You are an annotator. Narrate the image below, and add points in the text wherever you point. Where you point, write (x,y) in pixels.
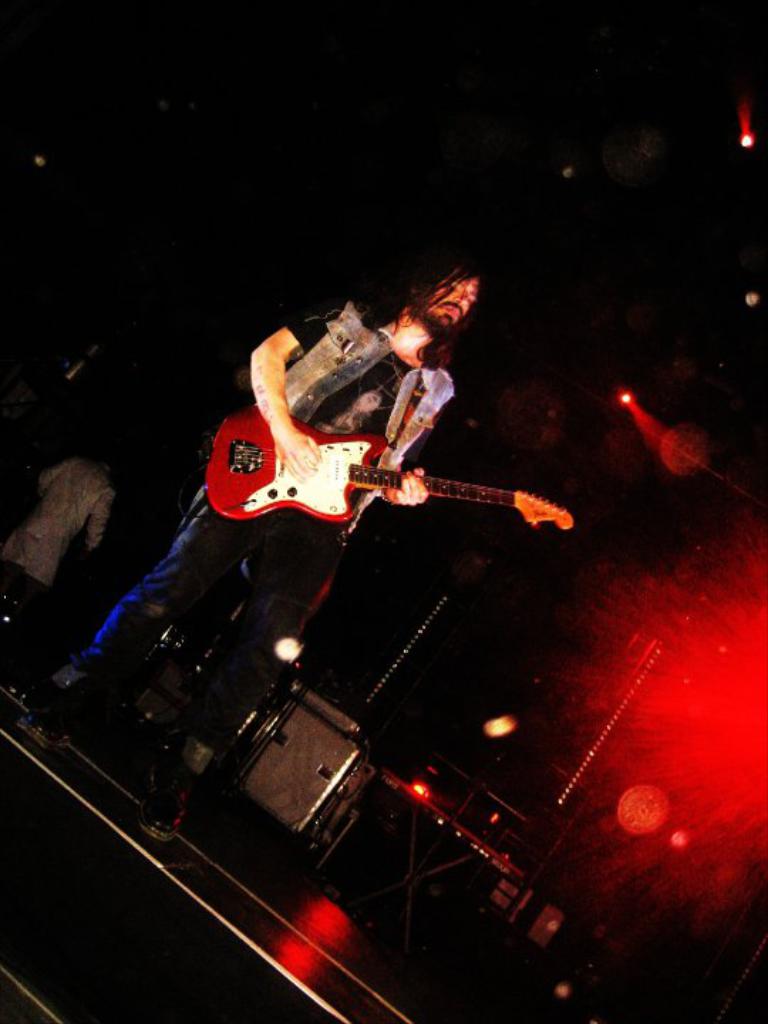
Here in this picture we can see a man (410,386) playing a guitar (365,463). He is on the stage (148,928). Behind him there are some boxes (336,768) and a piano (441,820). And to the left corner (61,491) we can see a man (64,516).
